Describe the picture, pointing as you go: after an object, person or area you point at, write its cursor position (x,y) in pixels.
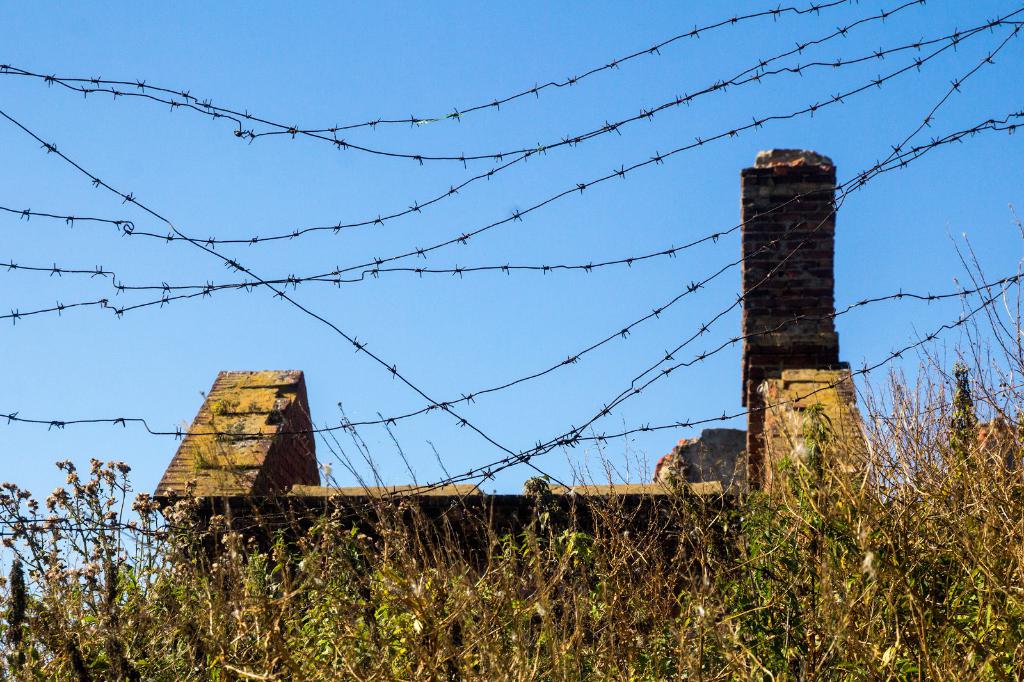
At the bottom of the image (282,610) there are plants (763,591). In the center of the image (415,421) there is a fencing (731,230). There is a house (297,392).
